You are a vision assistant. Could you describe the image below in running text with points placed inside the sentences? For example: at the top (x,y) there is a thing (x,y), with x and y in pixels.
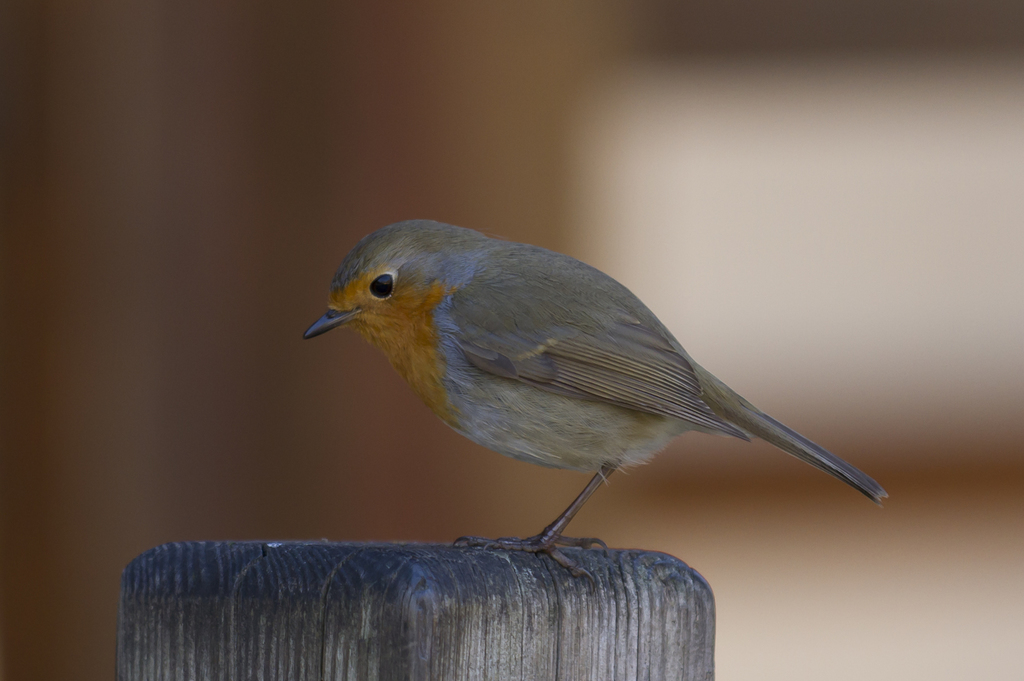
In the image I can see a bird (544,457) which is on the wooden post (634,570).
